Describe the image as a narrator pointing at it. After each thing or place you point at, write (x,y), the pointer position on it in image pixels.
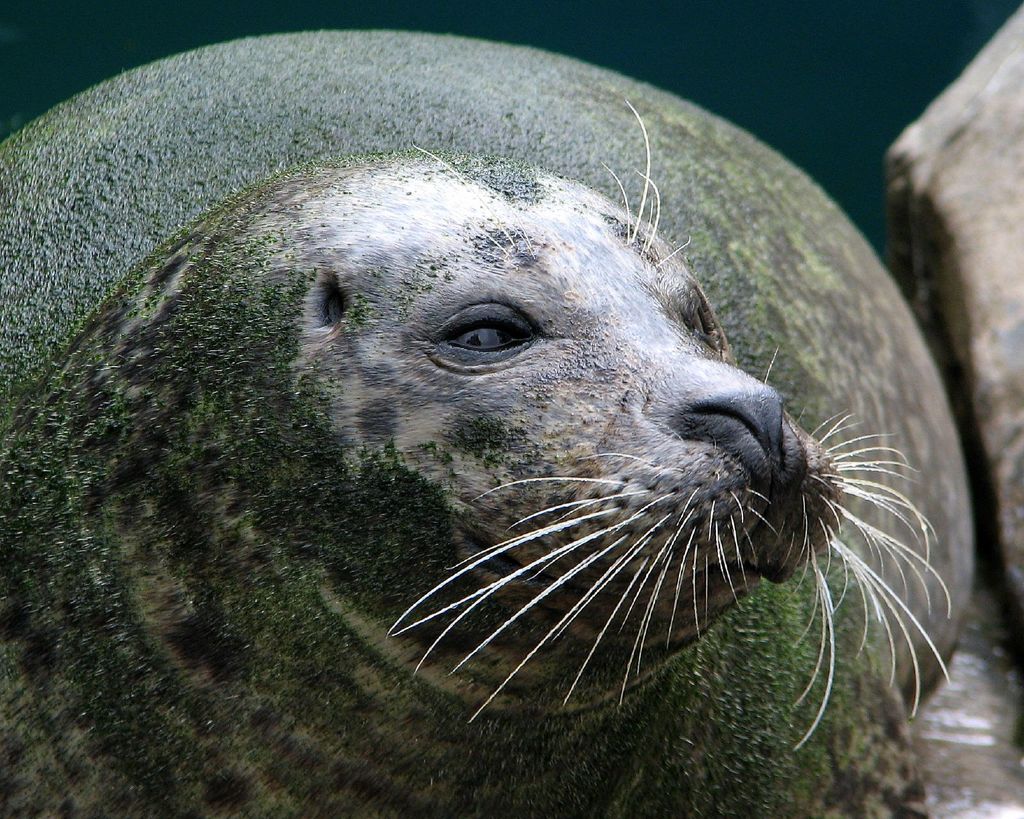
There is a seal (212,208) with green color thing (328,526) on the body (607,639).
